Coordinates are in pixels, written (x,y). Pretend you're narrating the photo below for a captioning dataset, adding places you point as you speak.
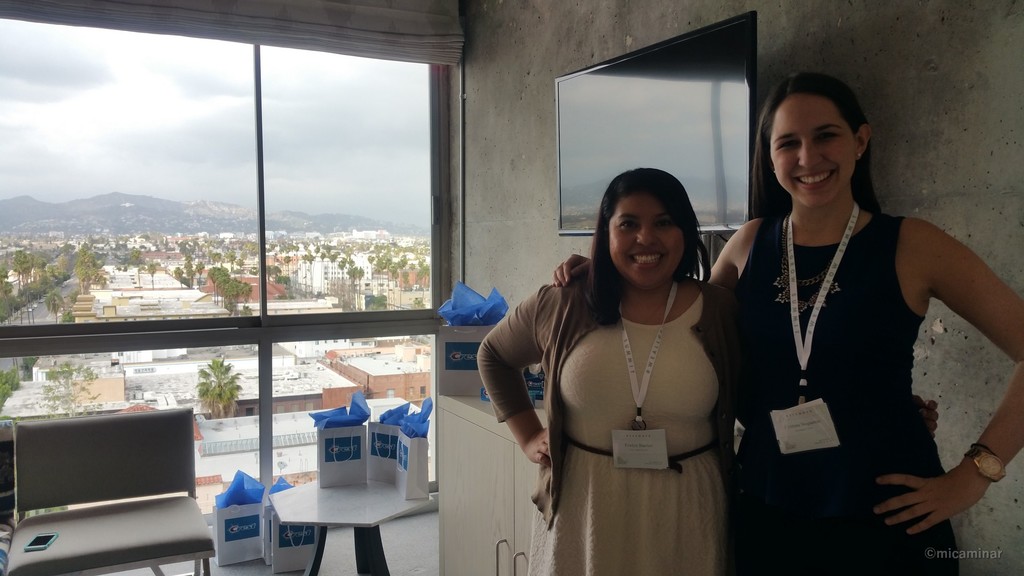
In this image on the right side (844,393) we can see two women (774,501) are standing. In the background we can see a TV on the wall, objects (336,448) on a table (367,486), curtain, mobile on a chair (96,531), bags (332,462) are on the floor (352,568) and table (359,555). Through the glasses (217,275) we can see trees (219,361), buildings (292,347), windows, mountains (27,216) and clouds (361,187) in the sky (198,165).
